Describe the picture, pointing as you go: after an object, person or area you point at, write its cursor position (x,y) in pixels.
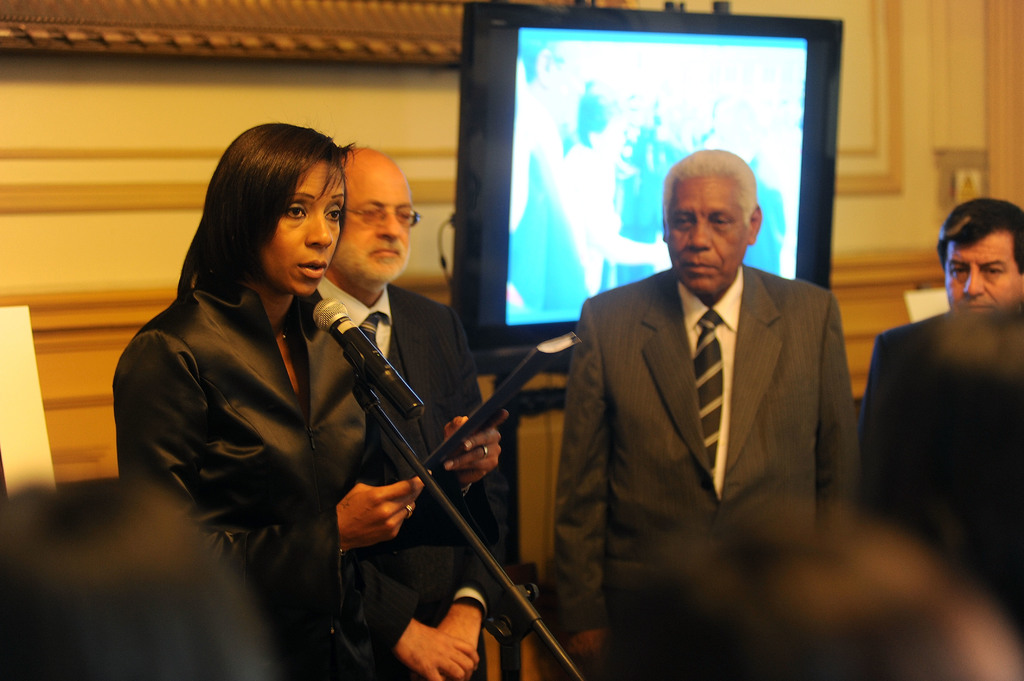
In this picture I can observe some people (738,324) standing on the floor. One of them is a woman (251,315) standing in front of a mic (420,398). In the background (576,148) I can observe television (524,128) and a wall (367,126).
